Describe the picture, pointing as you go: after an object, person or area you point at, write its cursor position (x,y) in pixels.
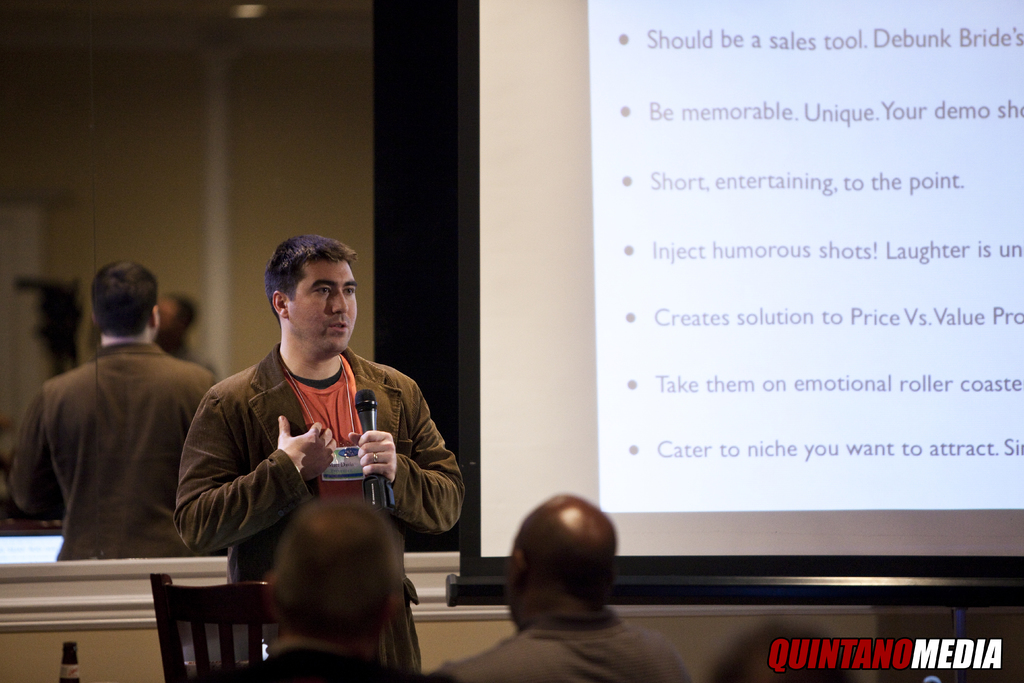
In this image, we can see a person (259,442) is holding a microphone (373,415) and talking. Background (697,333) we can see mirror (263,197), screen (609,202), some text (657,319). At the bottom of the image (750,675), we can see few people (585,665), bottle (71,676), chair (252,651) and watermark (863,654). On the mirror (231,330), we can see few people (196,380), wall (279,236), some objects (48,334) are reflecting.
